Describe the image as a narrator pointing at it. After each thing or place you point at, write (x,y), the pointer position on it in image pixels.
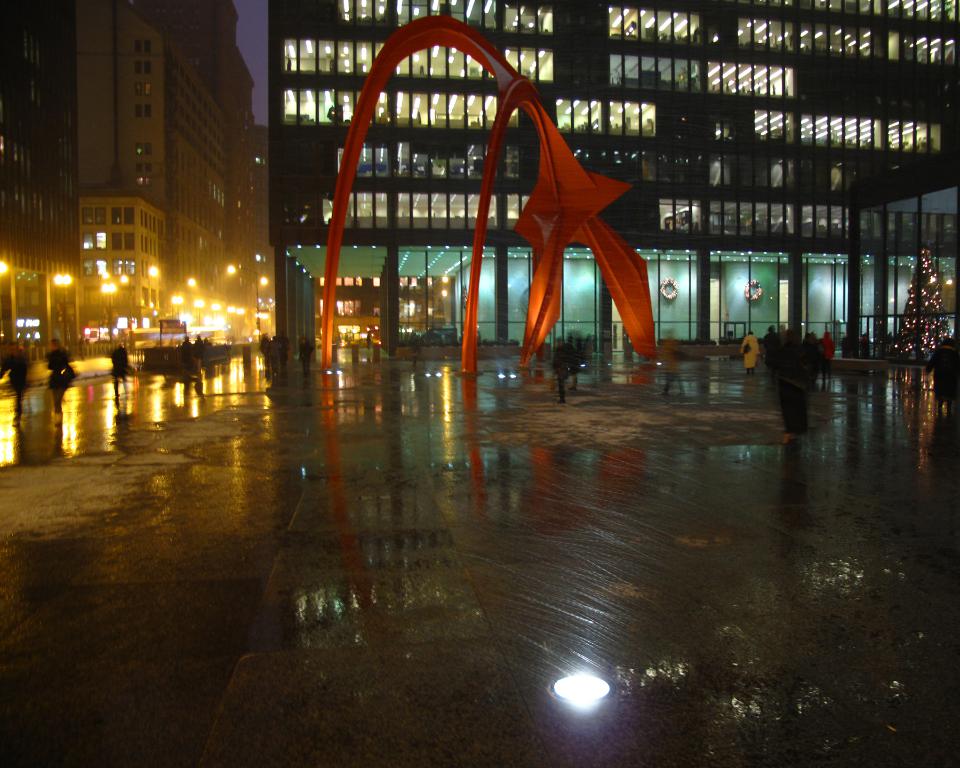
In this image there is a modern sculpture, buildings (809,40), lights (951,285), poles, there are group of people (268,343) walking, a tree (915,315) decorated with lights (926,276), and there is sky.
